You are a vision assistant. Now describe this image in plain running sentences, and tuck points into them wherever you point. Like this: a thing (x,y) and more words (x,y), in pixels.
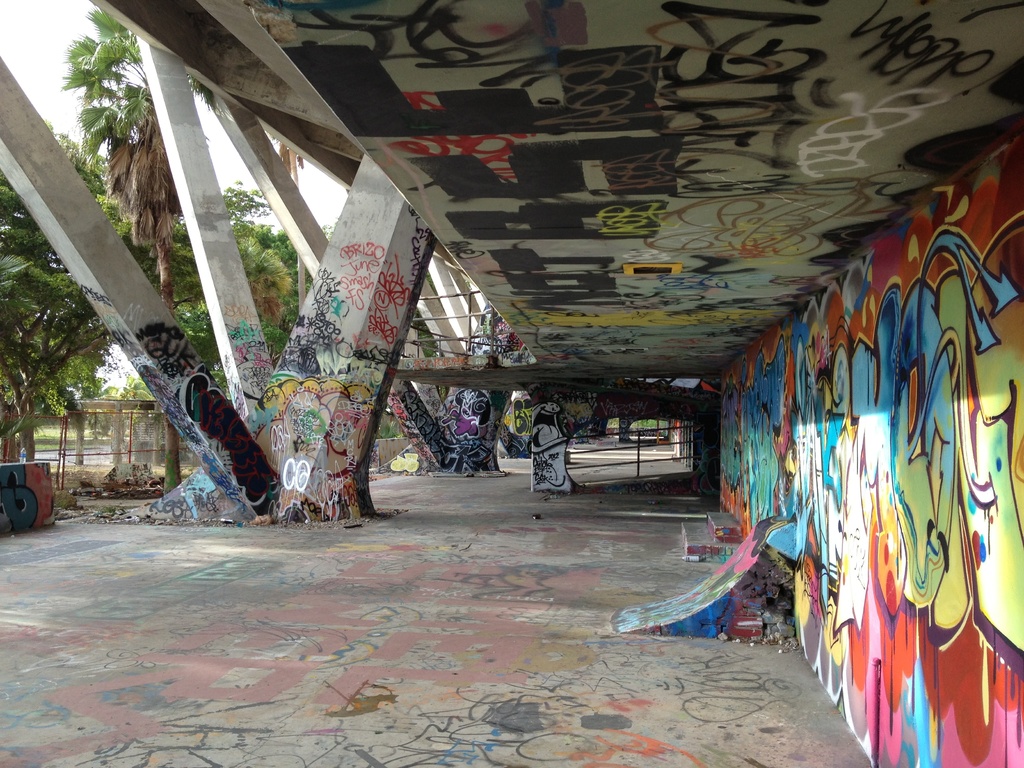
In this image we can see graffiti (771,506) on wall (758,445), ceiling (600,339) and pillars (439,405). Also there are railings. On the left side (98,321) there are trees (258,301).
